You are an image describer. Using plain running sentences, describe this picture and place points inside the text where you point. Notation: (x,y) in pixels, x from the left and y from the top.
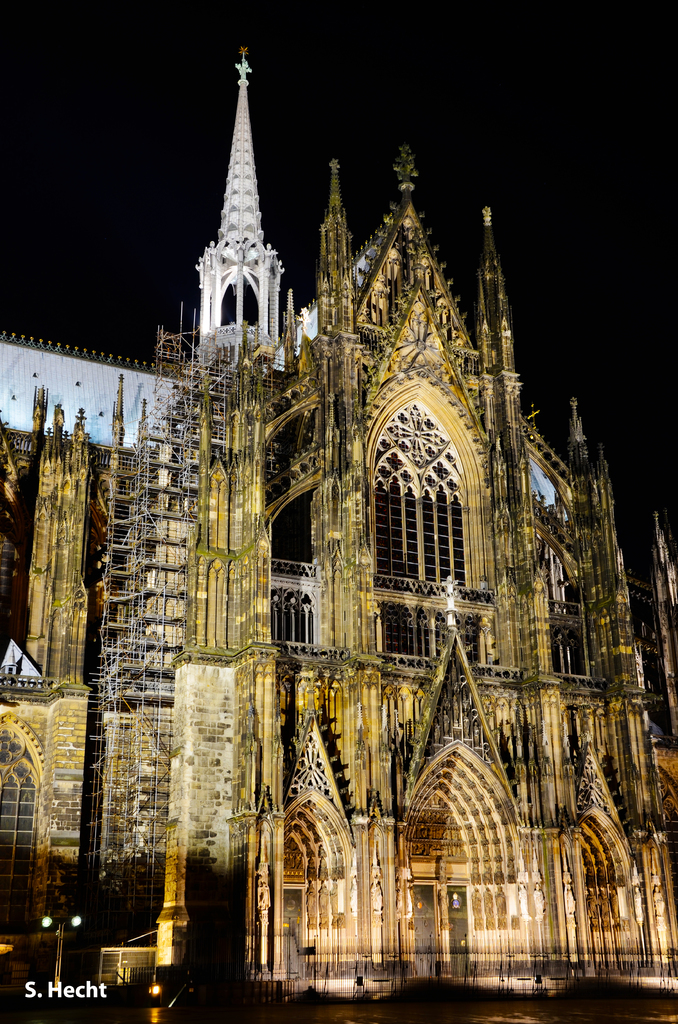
In this image in the center (274,536) there is one church (343,757) and there are some lights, on the top of the image (222,66) there is sky (426,69).
